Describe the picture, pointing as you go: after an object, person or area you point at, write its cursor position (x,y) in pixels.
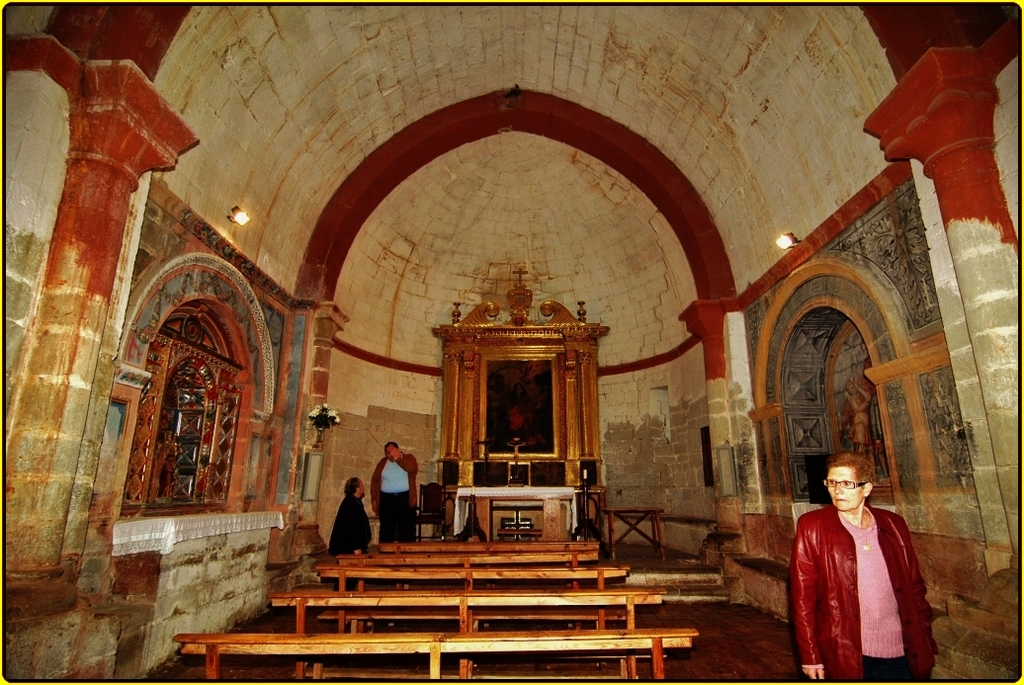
This is the inner view of a room (113,505). In this room (836,389) we can see walls (209,235), pillars (72,470), statues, tables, benches (590,577), persons (400,499) standing on the floor (686,571) and electric lights (793,241).
